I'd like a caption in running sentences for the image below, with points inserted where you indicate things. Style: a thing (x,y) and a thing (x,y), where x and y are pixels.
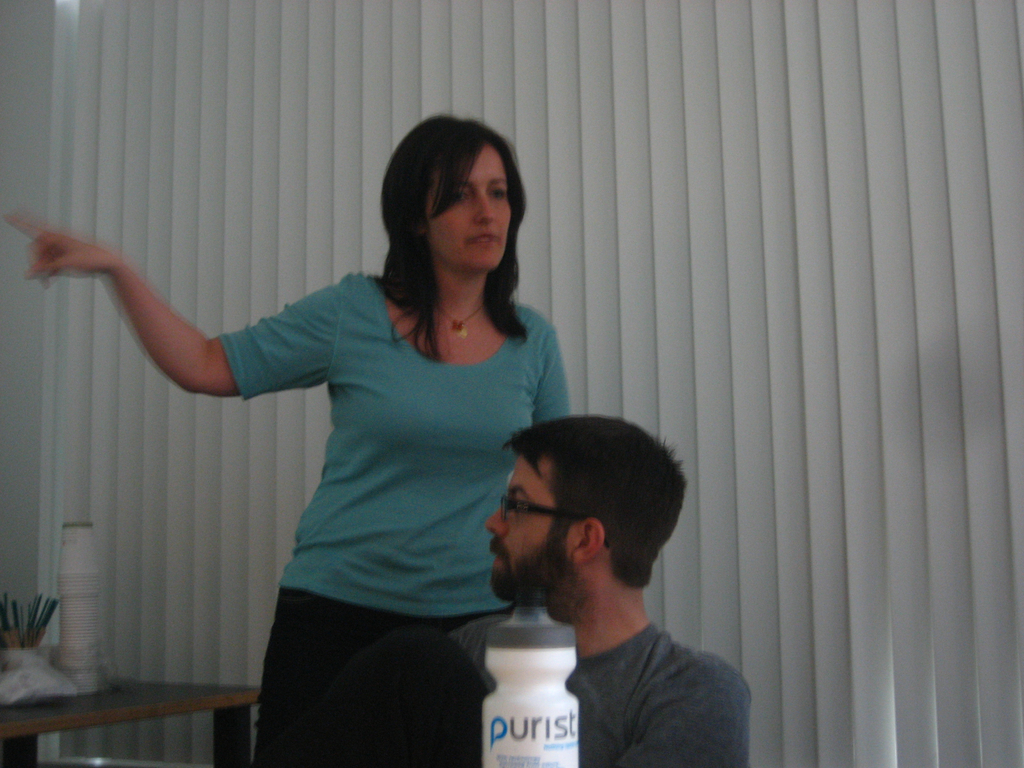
There is a lady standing behind man (724,767).
